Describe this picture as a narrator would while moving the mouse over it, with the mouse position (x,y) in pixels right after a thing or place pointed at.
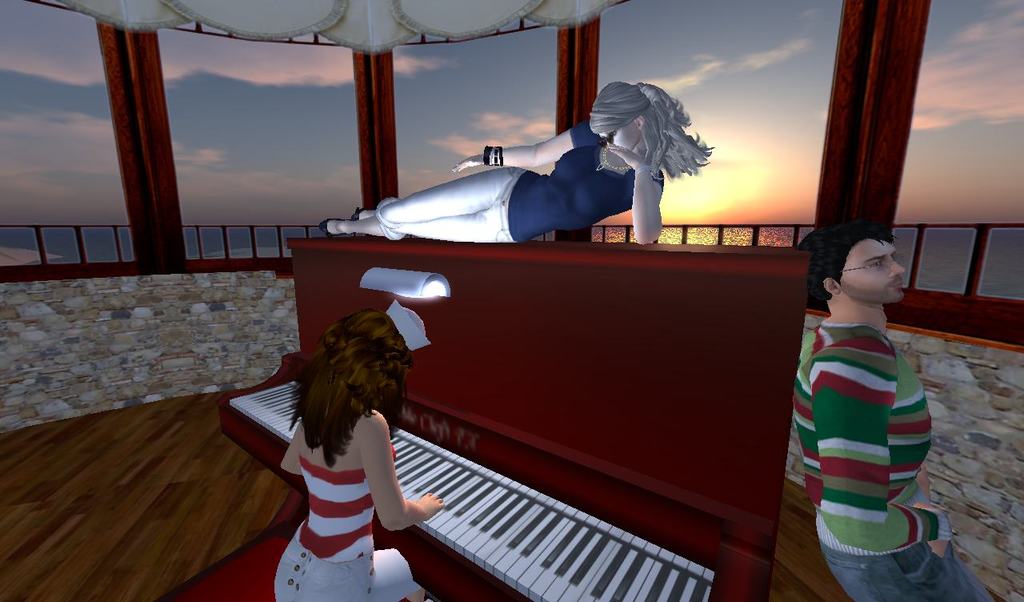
In the foreground (377,473) I can see a person (376,460) is playing a keyboard (453,403) and one person (851,508) is standing on the floor (810,565). In the background (548,94) I can see a light (409,276), a woman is lying on keyboard (669,269), fence (213,264), glass (289,254), pillars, rooftop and the sky (532,83). This image looks like an animated photo.
